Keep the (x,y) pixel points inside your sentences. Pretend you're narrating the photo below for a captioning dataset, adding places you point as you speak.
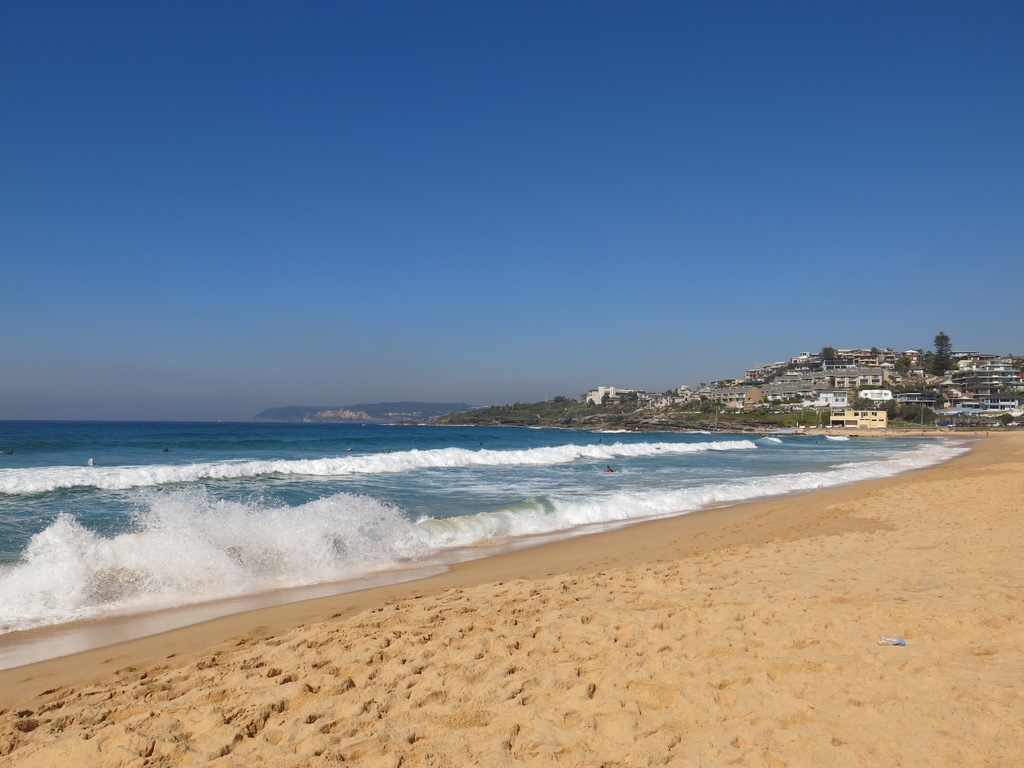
In this image we can see a sand (724,670) and water (713,488). And we can see there are buildings (822,391), trees (862,401) and the sky (633,148).
